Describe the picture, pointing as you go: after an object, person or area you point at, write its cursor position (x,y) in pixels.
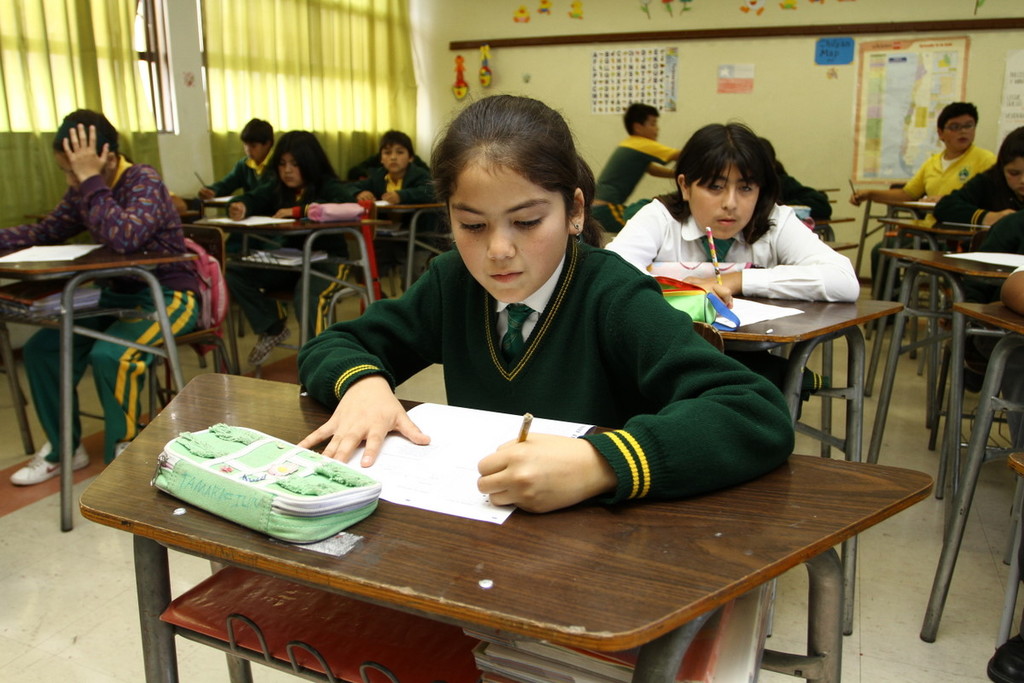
In this image I can see children (1018,163) are sitting and also I can see papers (743,310) in front of them. In the background (865,60) I can see few posters (834,59) on the wall (772,57).
